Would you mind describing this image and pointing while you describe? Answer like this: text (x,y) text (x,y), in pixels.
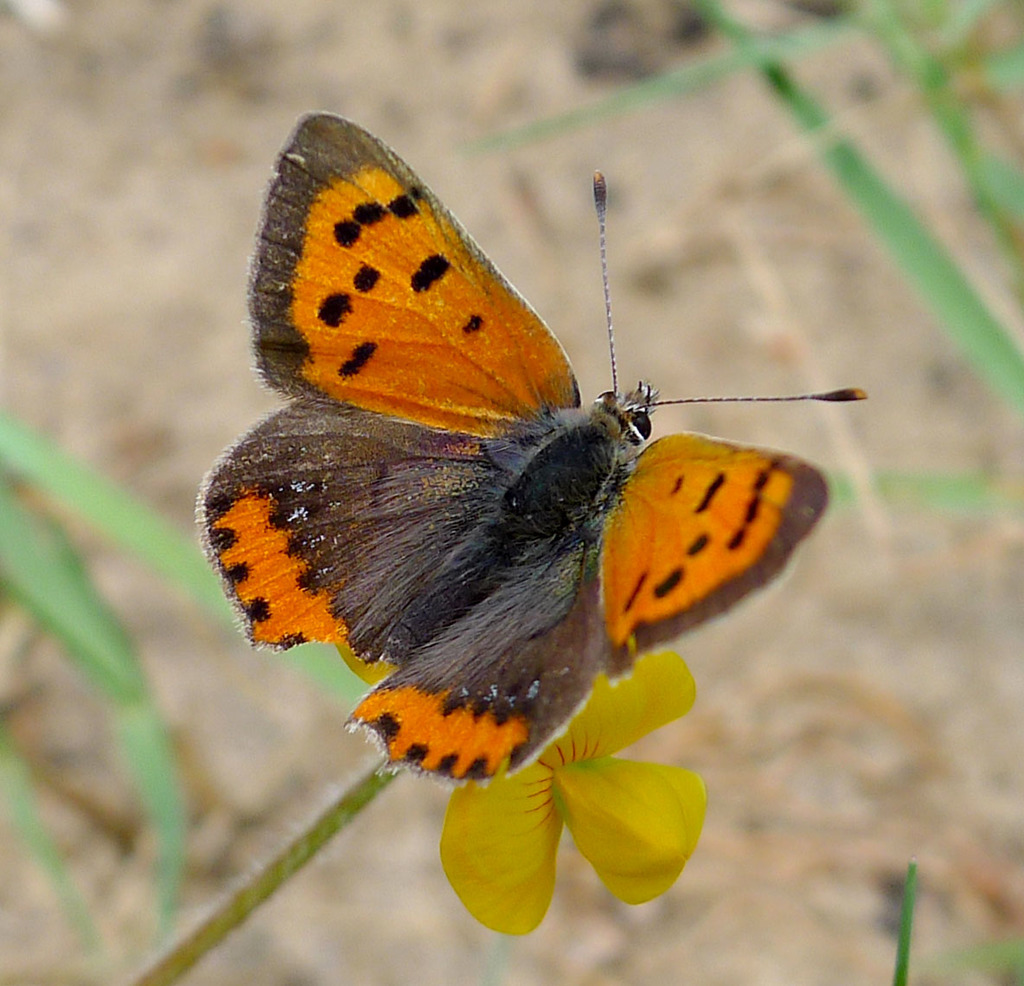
In this picture we can see a flower (564,769) and a butterfly (543,619) in the front (573,493), we can see a blurry background (828,161), it looks like a leaf (909,894) at the bottom (906,923).
